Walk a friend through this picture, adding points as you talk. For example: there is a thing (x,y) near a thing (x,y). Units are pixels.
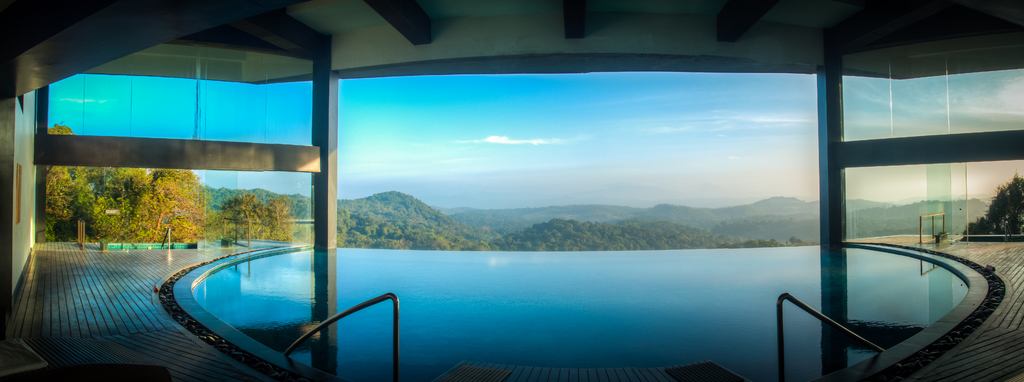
In this image there is wall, pillars (834,220) with roof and trees (167,210) in the left (173,207) and right corner (822,224). There is water (355,271), trees (625,243) and mountains (619,212) in the background (474,212). And there is a sky (652,184) at the top (543,105).
